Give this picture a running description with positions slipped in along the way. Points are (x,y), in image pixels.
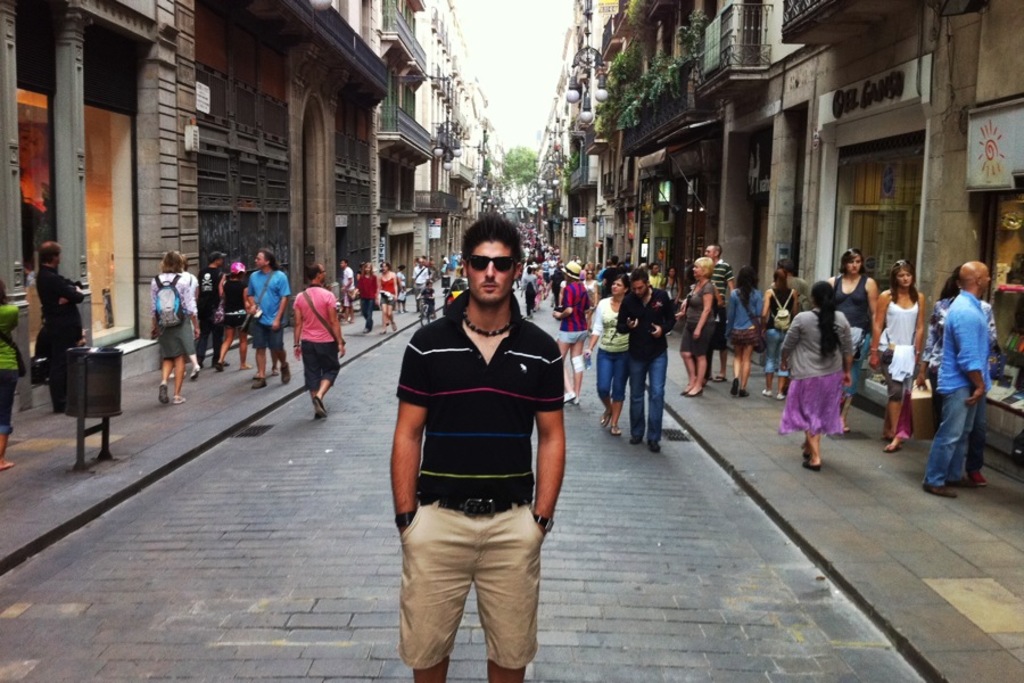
There is one man (504,476) standing and wearing a black color t shirt (464,416) as we can see at the bottom of this image (517,502). We can see a crowd (447,269) in the middle of this image (608,335) and there are buildings (589,216) in the background (362,174).
